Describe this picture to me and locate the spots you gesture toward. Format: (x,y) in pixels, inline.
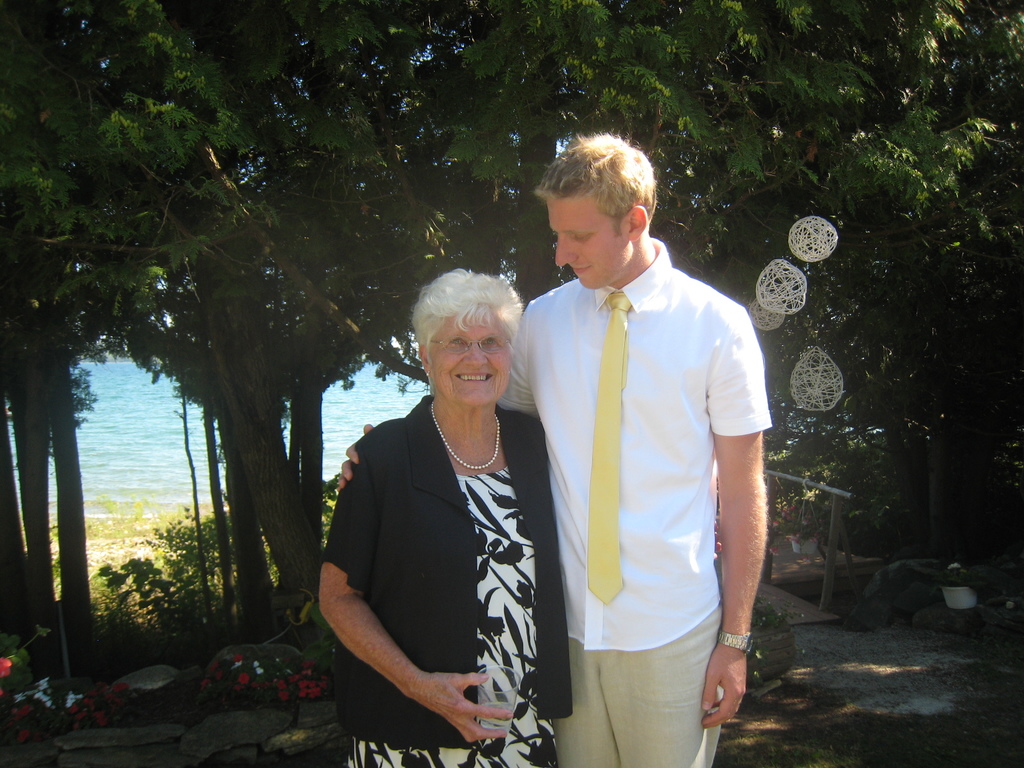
In this image we can see a man (688,482) and a woman (512,487) holding glass (500,723) are standing. On the right side of the image (970,606) we can see a container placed on the ground (902,630), some poles (834,498) and some objects (790,293) hanging on a tree (797,161). In the left side of the image (324,686) we can see some flowers (242,679) on the plants (308,687). In the background (825,279), we can see a group of trees (412,139) and the water (143,432).
